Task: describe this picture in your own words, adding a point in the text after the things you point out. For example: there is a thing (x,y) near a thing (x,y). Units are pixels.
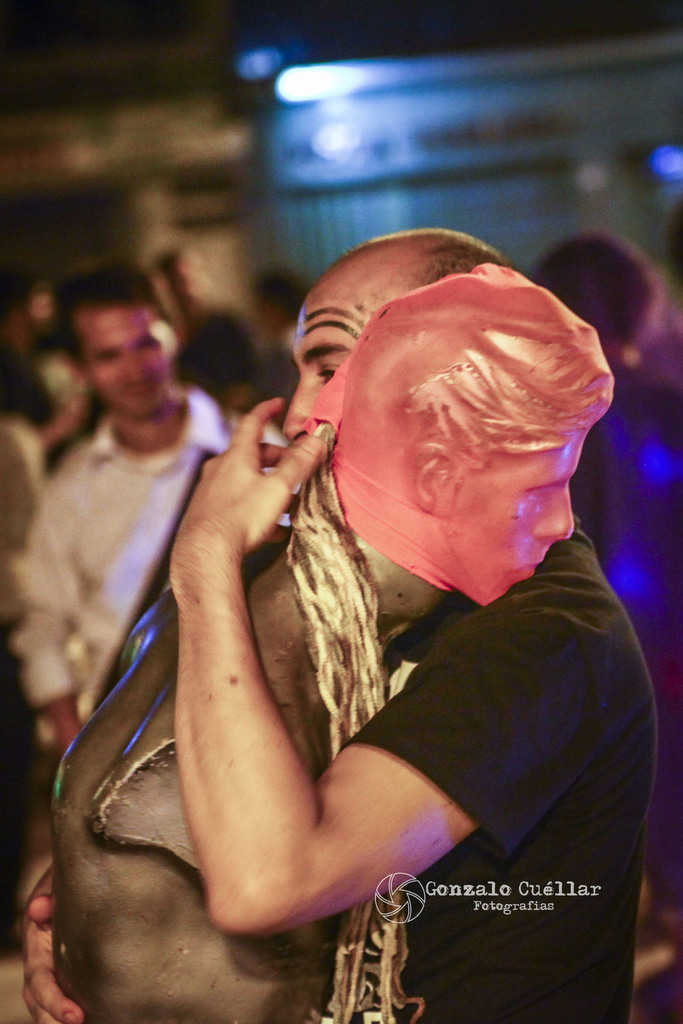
In this image we can see a person (394,669) hugging a mannequin (322,706). Behind the person (300,404) we can see a group of persons (123,480). The background of the image (116,518) is blurred. In the bottom right (561,887) we can see some text (450,886).
